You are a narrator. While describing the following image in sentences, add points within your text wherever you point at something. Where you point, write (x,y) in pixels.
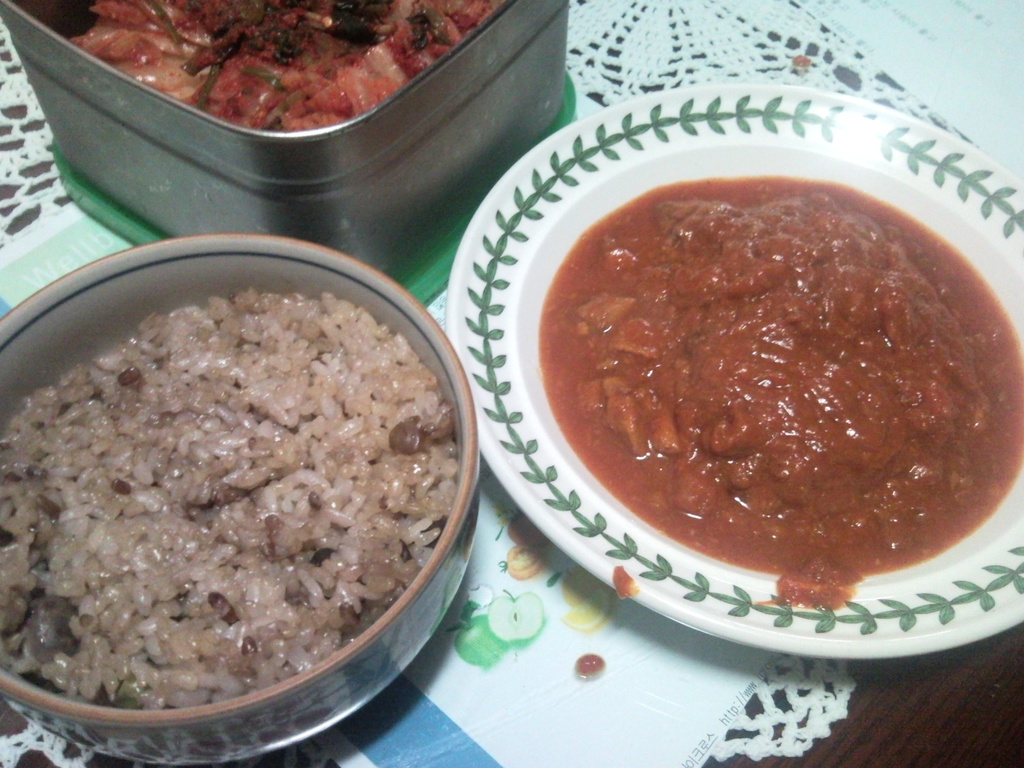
In this image I can see a table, on the table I can see two bowls (239,199), one plate (566,202), on it I can see food items (647,274).
